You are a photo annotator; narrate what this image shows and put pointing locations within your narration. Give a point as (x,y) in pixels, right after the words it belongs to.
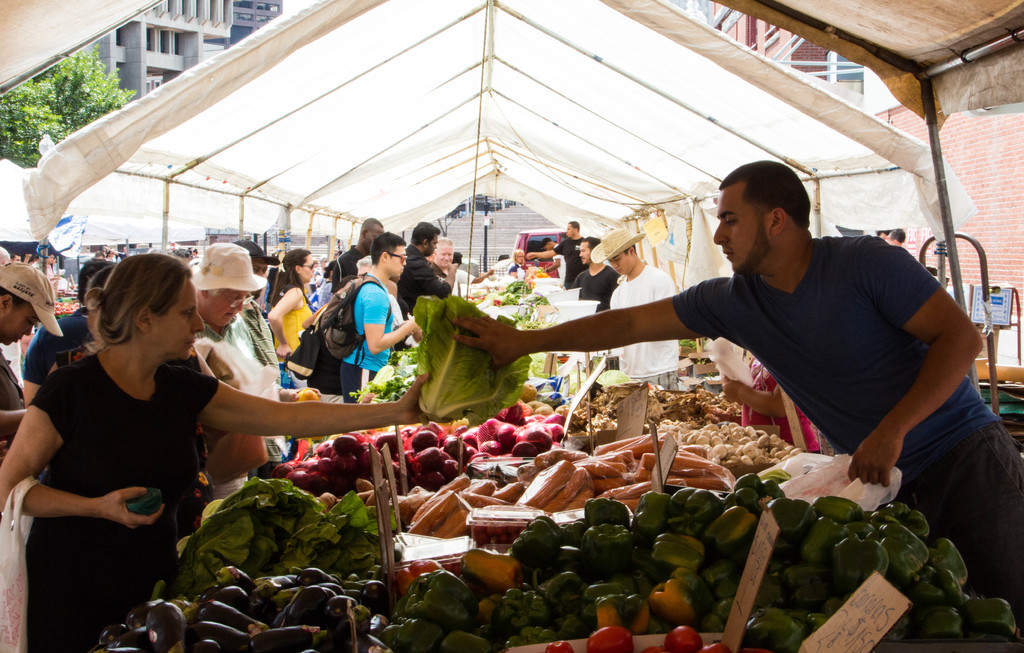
In this image we can see vegetables (519,454) and food items (665,631) on a platform (525,573). On the left (249,435) and right side (731,328) we can see few persons (276,317) and all of them are under a tent (182,215). In the background (498,218) we can see buildings (235,19), vehicle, boards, trees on the left side (1,137) and objects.
